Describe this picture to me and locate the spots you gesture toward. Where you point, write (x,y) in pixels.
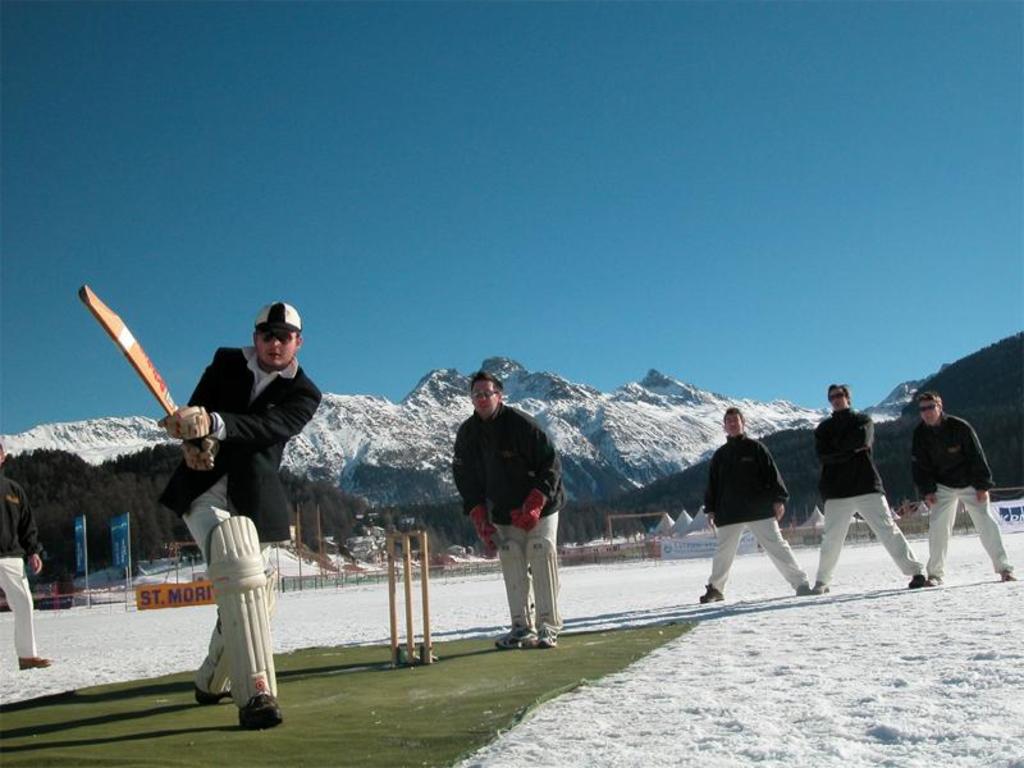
In this image we can see a group of men (481,434) standing on the ground (644,720). In that a man (238,463) is holding a bat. We can also see the stumps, banners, snow (331,594), poles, a board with some text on it, some tents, a group of trees (63,553), the ice hills (647,472) and the sky (406,363).
